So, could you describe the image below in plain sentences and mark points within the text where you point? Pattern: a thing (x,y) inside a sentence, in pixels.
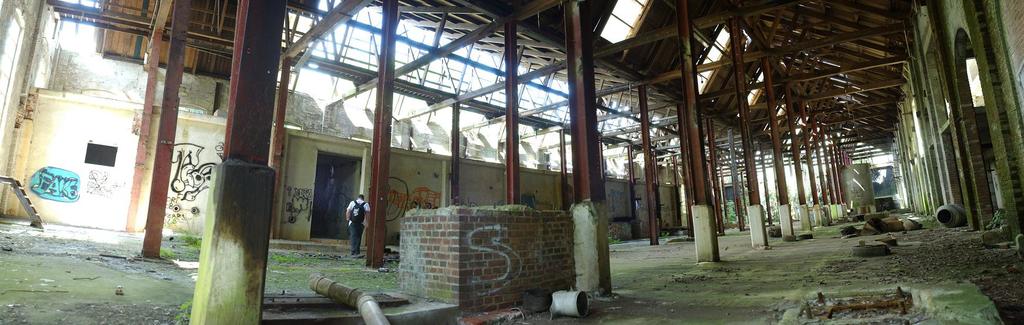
This is the picture of a shed (384,112). In this image there is a person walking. There is a text (50,192) and painting (183,213) on the wall (531,232). In the foreground (365,303) there are pipes (352,289). At the back (378,173) there are trees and poles (808,212). At the top (452,71) there is sky (437,66).
